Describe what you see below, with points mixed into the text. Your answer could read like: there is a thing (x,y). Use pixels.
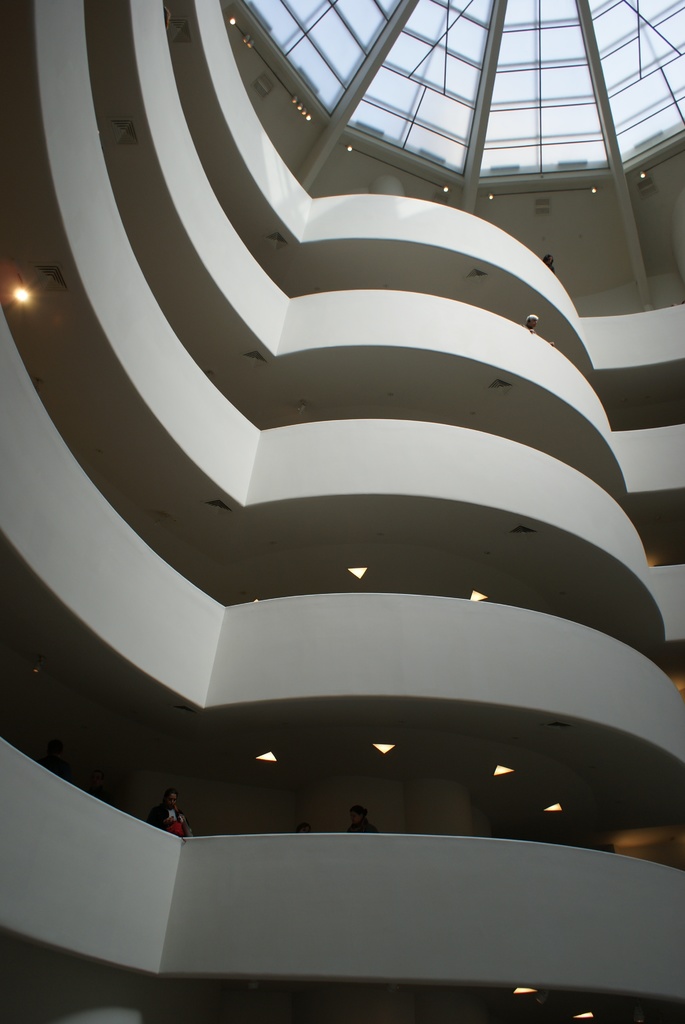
In the image inside the building (225,698) there are many floors (344,463) with walls (197,655) and lights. And also there are few people (55,758). At the top of the image (530,151) there is a ceiling (586,37) with glass roofs (585,68) and lights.
